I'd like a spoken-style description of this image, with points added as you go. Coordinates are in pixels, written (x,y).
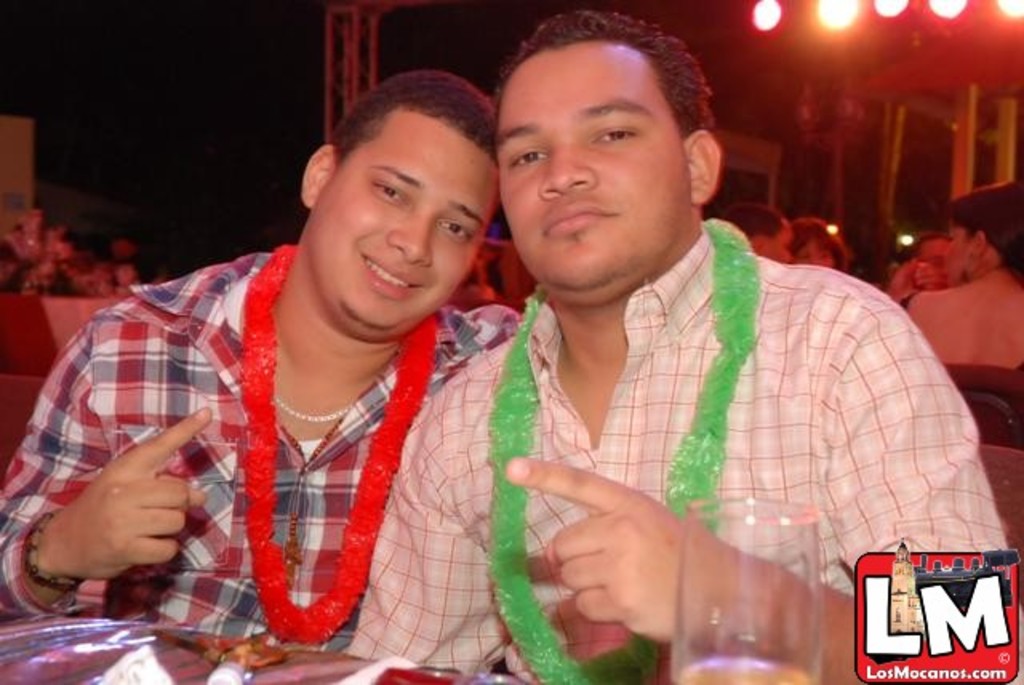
Here we can see two men (276,443) sitting on the chair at the table (331,668) and they also have a garland (301,638) on their neck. On the table (134,625) there is a glass (735,680) with liquid (722,683) in it and some other items (160,649). In the background (29,340) there are few people (950,237), lights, poles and some other objects (14,348).
